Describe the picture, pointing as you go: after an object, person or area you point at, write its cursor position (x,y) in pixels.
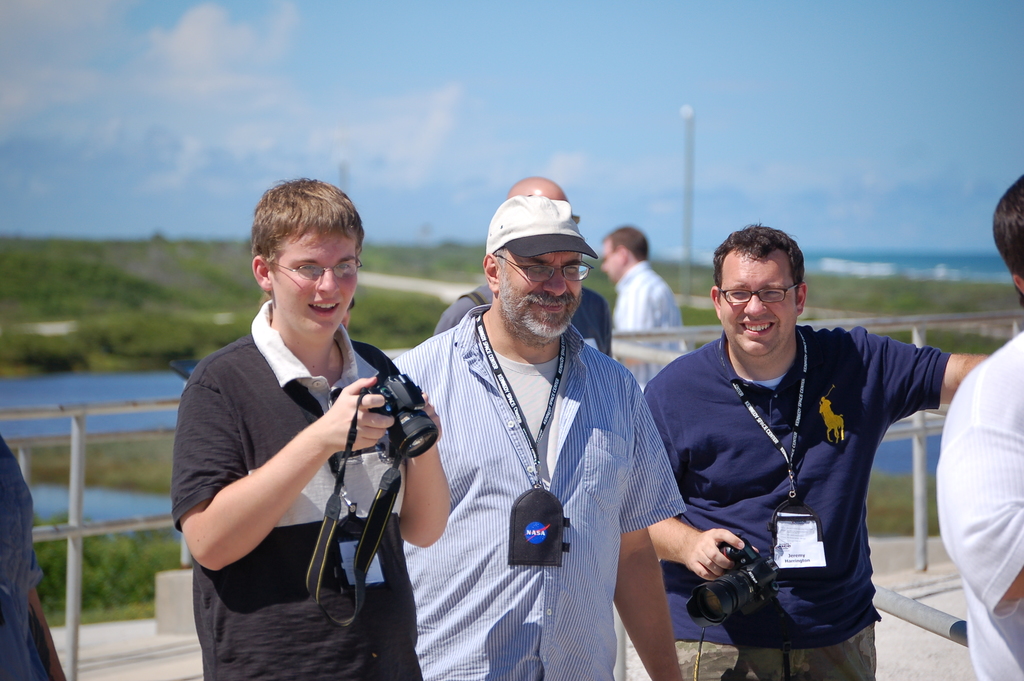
In this image I can see few people (466,311) standing. In front (402,434) he is holding camera (397,393). Back Side I can see water (149,398) and a green grass (117,283). We can see fencing (915,463) and a pole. The sky (467,98) is in white and blue color.
